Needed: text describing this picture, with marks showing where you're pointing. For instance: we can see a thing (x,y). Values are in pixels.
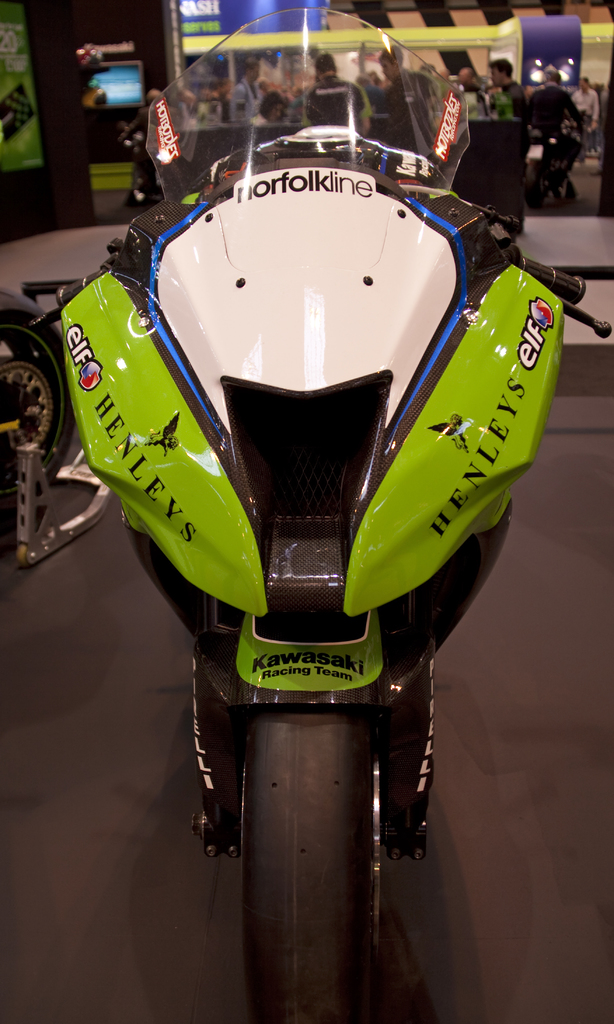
This image contains a bike (280,861). Beside there is a wheel (10,522) of a vehicle (23,353). Behind bike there are few persons (561,105). There is a screen (104,84) attached to the wall (151,15).
